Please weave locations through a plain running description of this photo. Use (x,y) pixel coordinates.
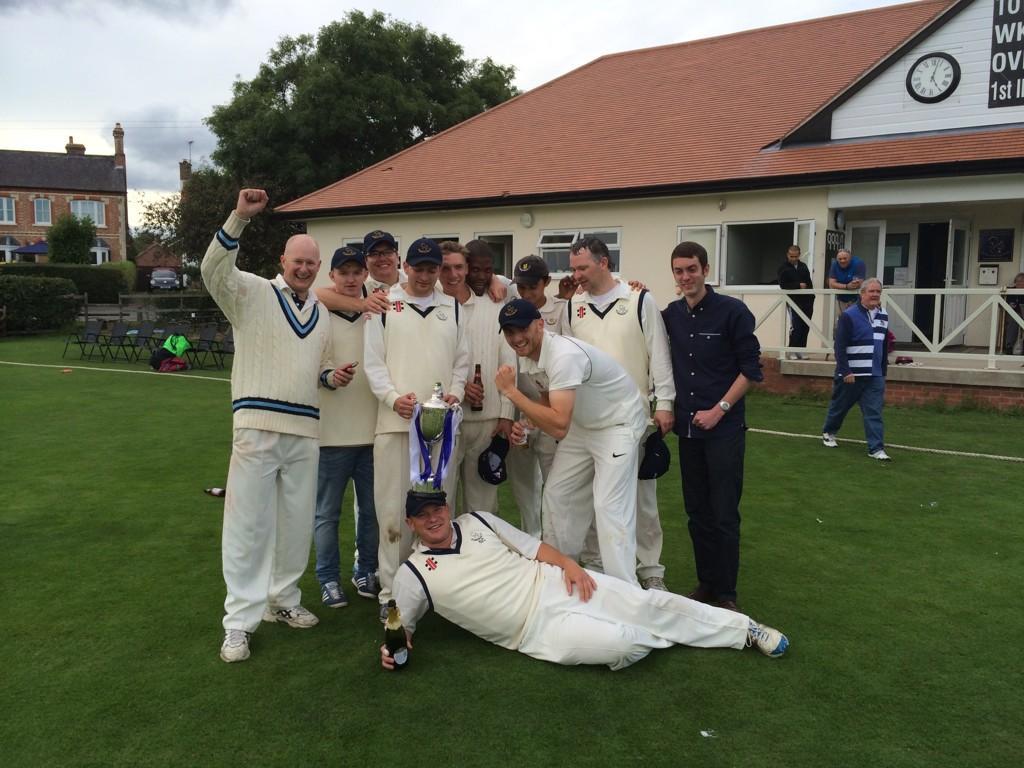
In the picture I can see people (485,412) are standing among them one man (526,594) is lying on the ground (723,727). In the background (217,383) I can see the grass (807,574), the sky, trees (357,161), plants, houses (327,190) and some other objects (224,343).
